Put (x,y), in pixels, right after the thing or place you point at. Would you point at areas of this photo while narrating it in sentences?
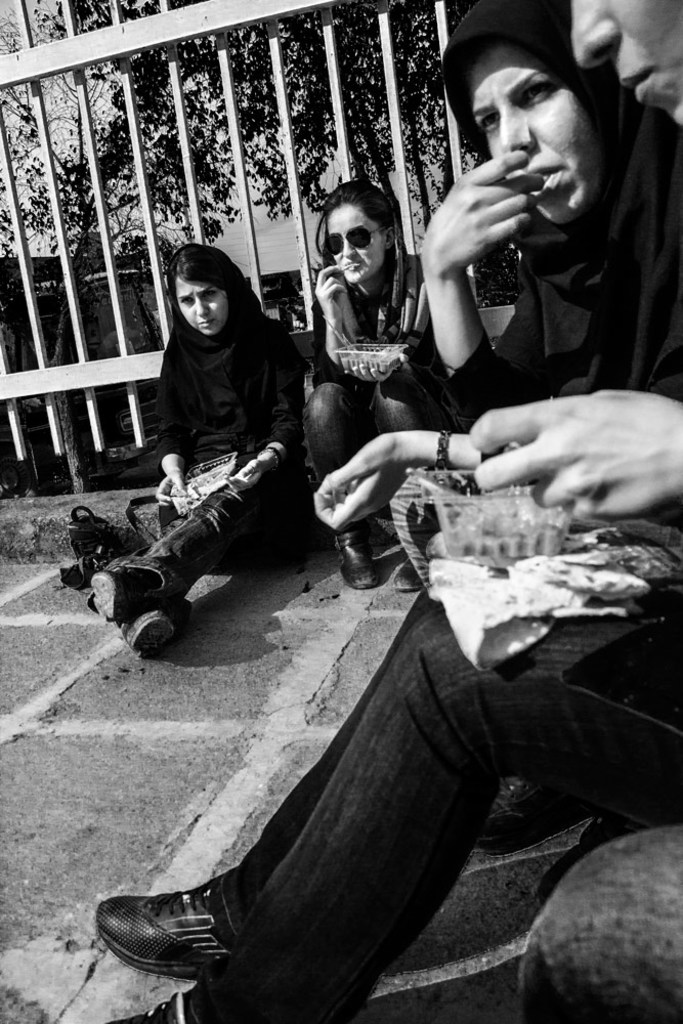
In this image I can see group of people (417,585) sitting. In the background (305,246) I can see the railing (305,247), few trees (301,39) and the image is in black and white.
